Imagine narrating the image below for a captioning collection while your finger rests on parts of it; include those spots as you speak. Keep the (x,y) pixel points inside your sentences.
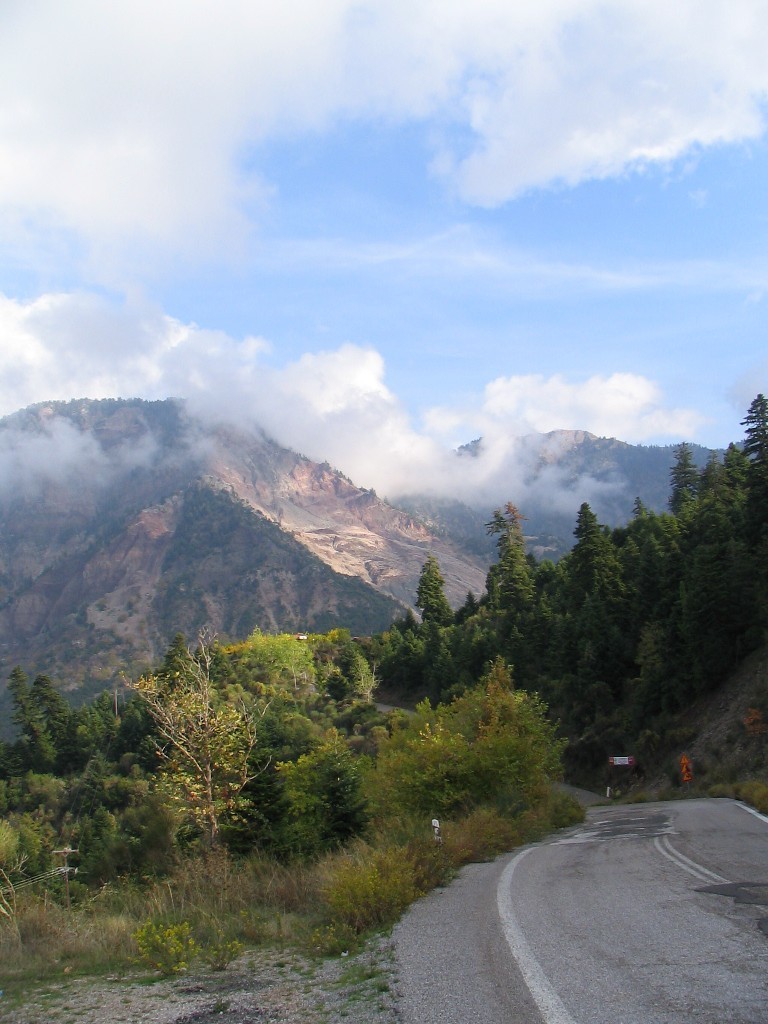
There is a road (644,954) on the right (661,937). There are trees (665,589) and mountains (218,541) at the back (218,541). There are clouds (6,471) in the sky (463,348).
